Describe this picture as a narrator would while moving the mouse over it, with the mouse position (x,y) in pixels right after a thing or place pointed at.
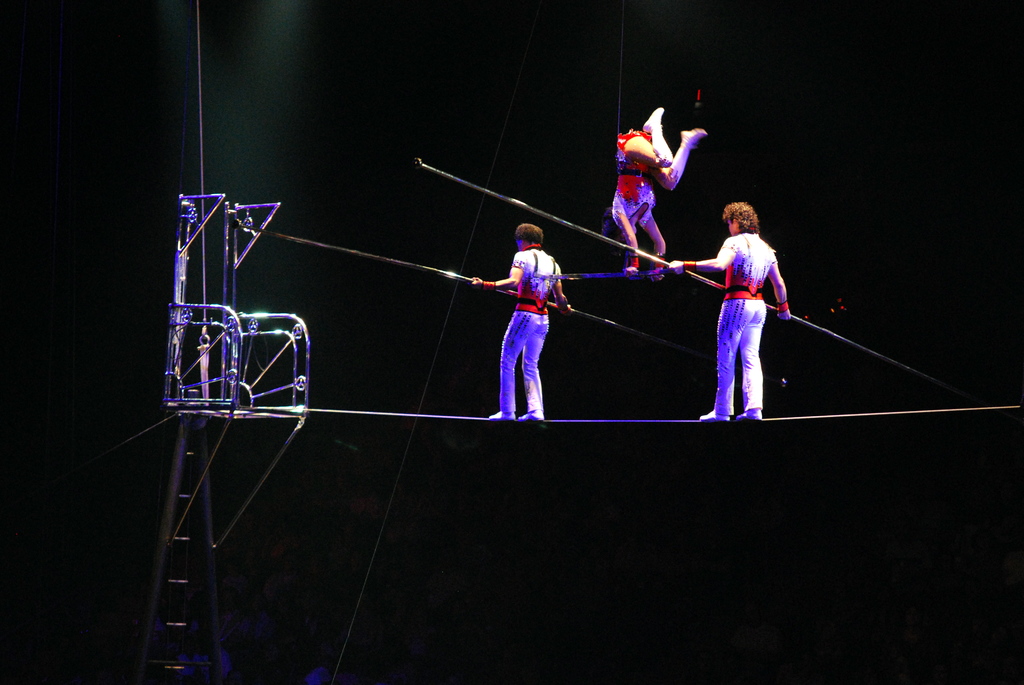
In this picture I can see two persons (751,306) doing tightrope walking on the rope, there is another person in between these two persons (764,284), there is a rope ladder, and there is dark background (468,655).
